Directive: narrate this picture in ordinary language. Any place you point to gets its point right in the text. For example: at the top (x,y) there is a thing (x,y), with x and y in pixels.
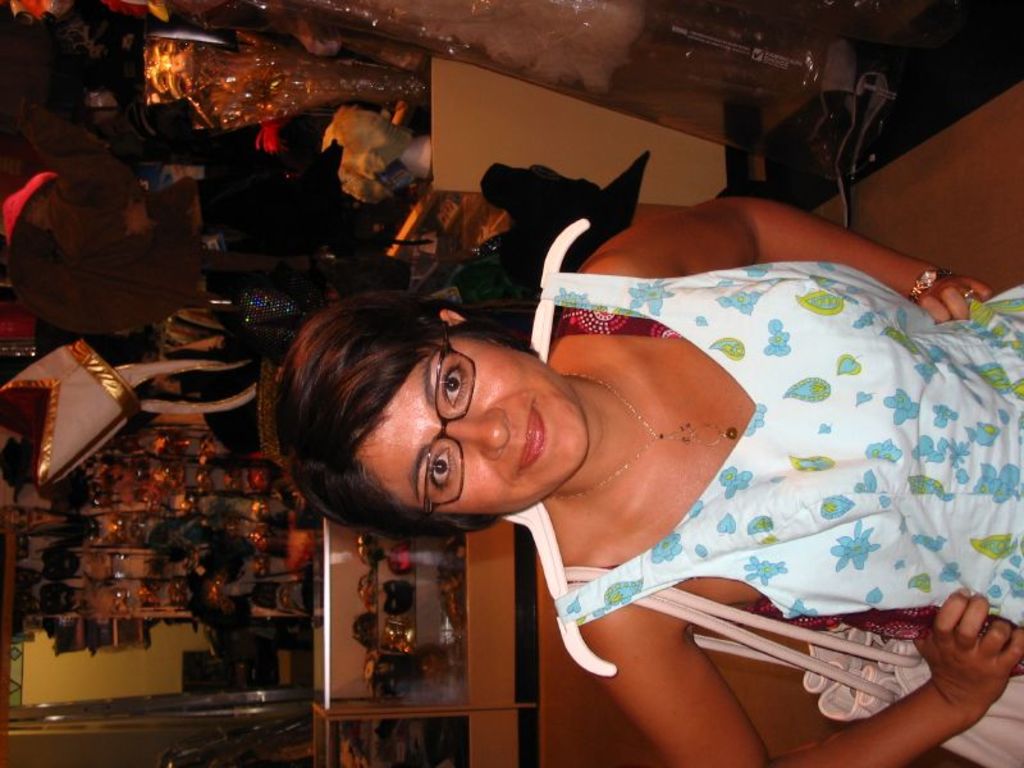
In this image I see a woman (1002,644) who is wearing white, blue, green and red color dress (698,312) and I see that she is smiling and she is wearing a bag (994,720) and in the background (595,29) I see many things (343,283) and I see the floor (562,719).
